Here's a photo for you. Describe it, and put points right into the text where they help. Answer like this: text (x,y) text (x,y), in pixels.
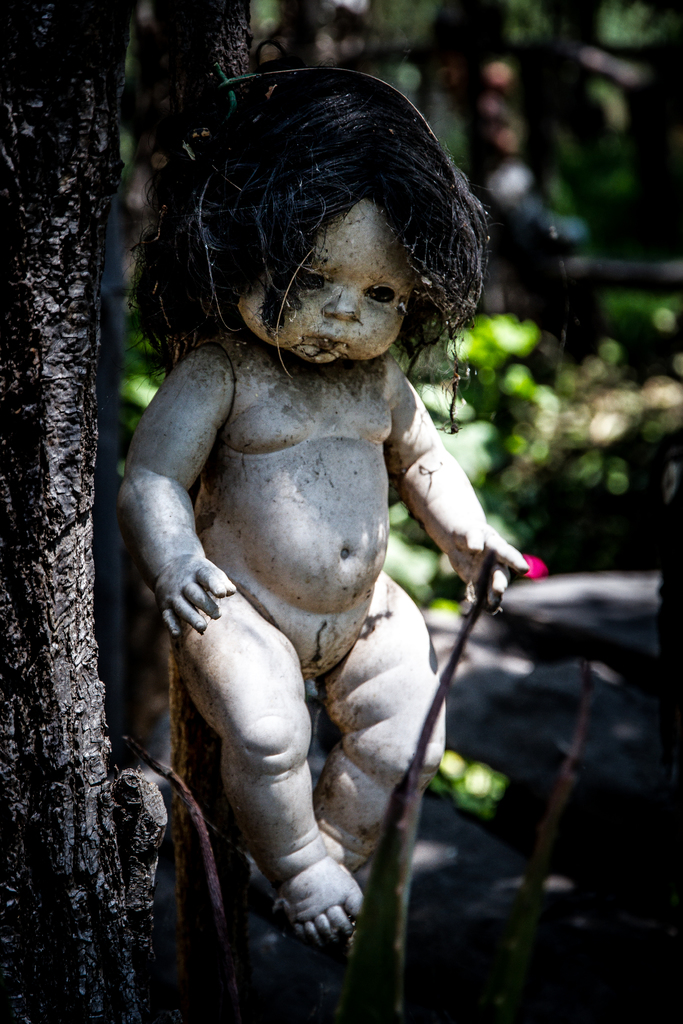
In this picture we can see a baby doll (291,553) in the front (321,339), on the left side (35,284) there is a tree (90,309), in the background (573,354) we can see some plants (558,402), there is a blurry background (603,247).
